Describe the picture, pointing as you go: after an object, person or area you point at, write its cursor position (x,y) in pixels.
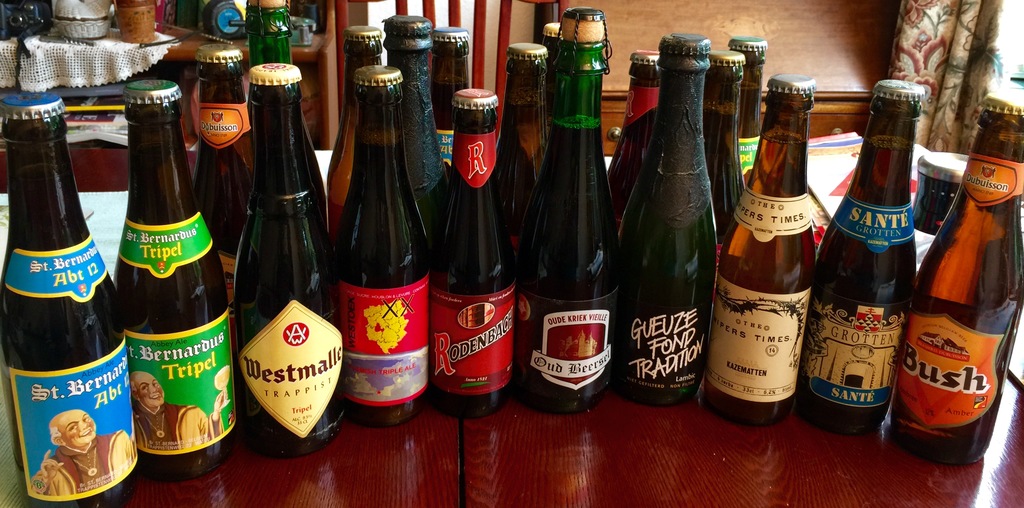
Here we can see a group of alcohol bottles (79,473) present on the table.
